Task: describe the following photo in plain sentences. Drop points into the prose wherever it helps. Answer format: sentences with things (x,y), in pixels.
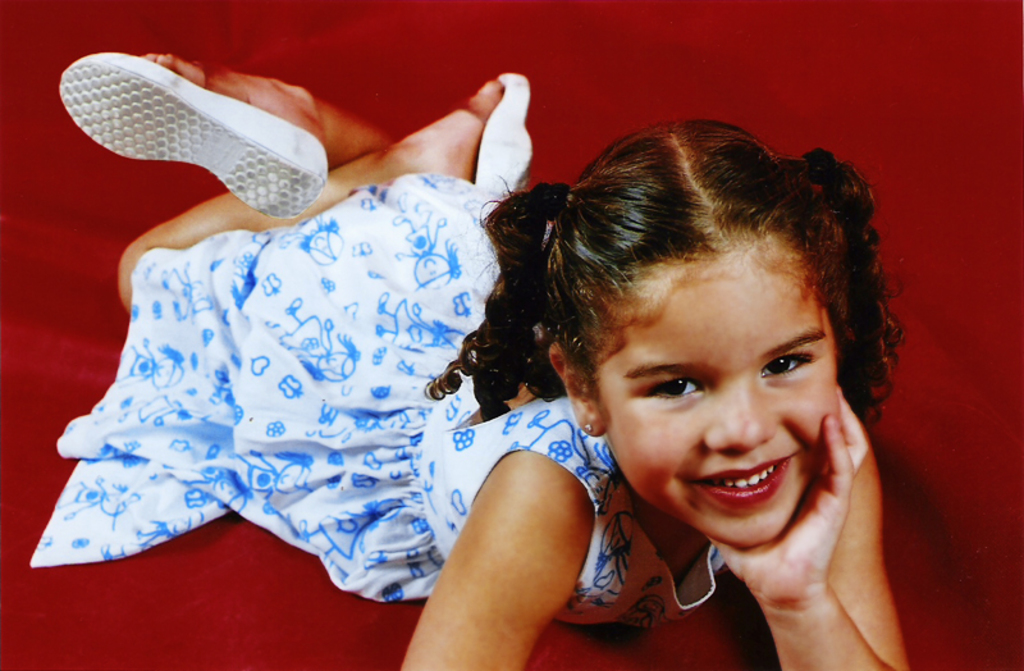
In this image I see a girl (668,335) who is lying on the red cloth (844,27) and I see that she is smiling and she is wearing white and blue color dress (390,362) and I see she is wearing white color footwear (488,149).
